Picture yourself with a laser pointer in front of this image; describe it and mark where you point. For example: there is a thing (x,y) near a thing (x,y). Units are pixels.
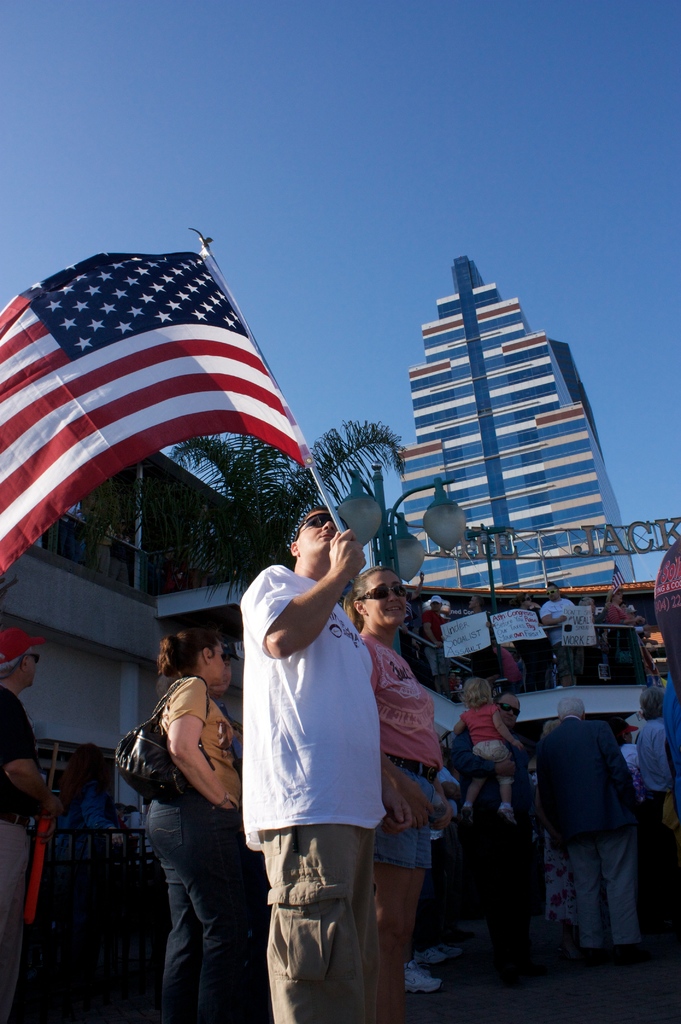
In the image there is a man (321,684) in white t-shirt (349,777) standing in the front (76,419) holding a flag (158,357) and behind there are many people (502,735) standing all over the place and in the background (537,515) there is a skyscraper (471,417) and above its sky (456,170).
